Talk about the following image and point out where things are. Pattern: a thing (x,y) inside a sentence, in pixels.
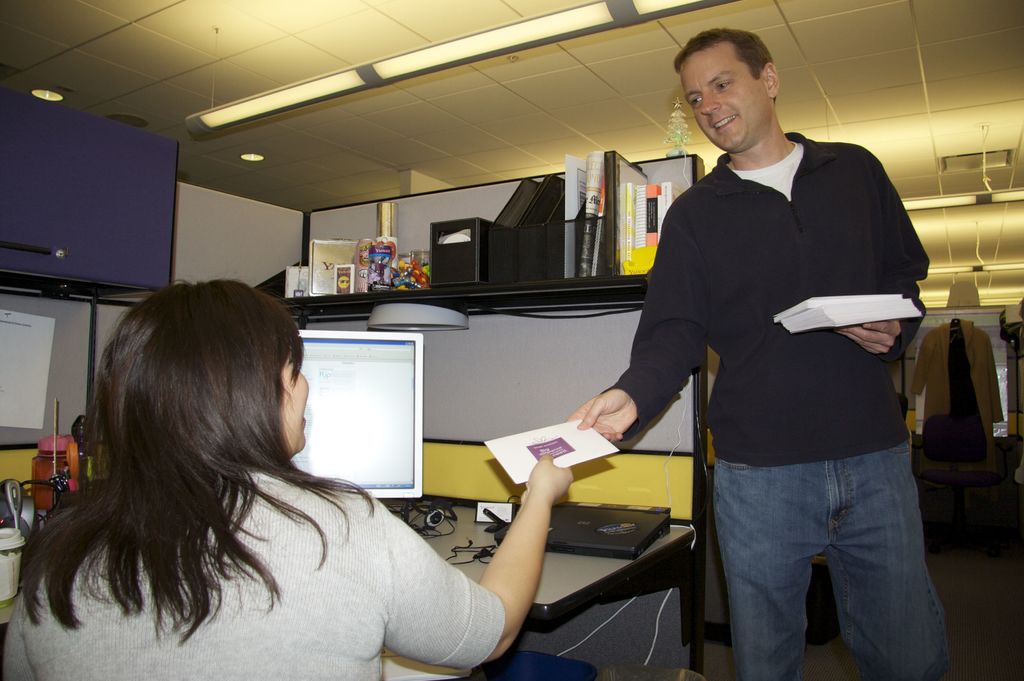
In the image we can see there is a woman (272,484) sitting on the chair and there is a man (837,367) holding cards (878,311) in his hand (577,417). There is a woman (550,467) holding a card (564,454) and there is a monitor (397,465), files (550,186) and glass (14,543) kept on the table (479,528). There are tube lights (334,77) on the top (366,89).
